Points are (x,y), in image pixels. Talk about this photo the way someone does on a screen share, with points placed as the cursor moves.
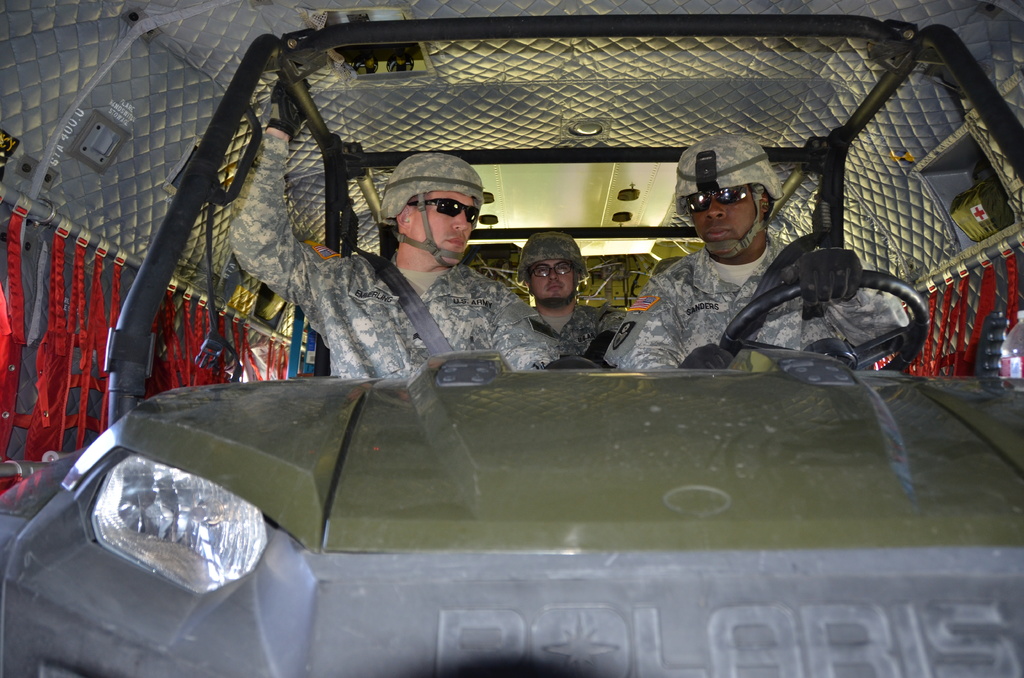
In the picture I can see this three persons (613,339) wearing army uniforms (527,323), helmets (411,181) and glasses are sitting in the car (572,449) which is inside another vehicle (911,221).
